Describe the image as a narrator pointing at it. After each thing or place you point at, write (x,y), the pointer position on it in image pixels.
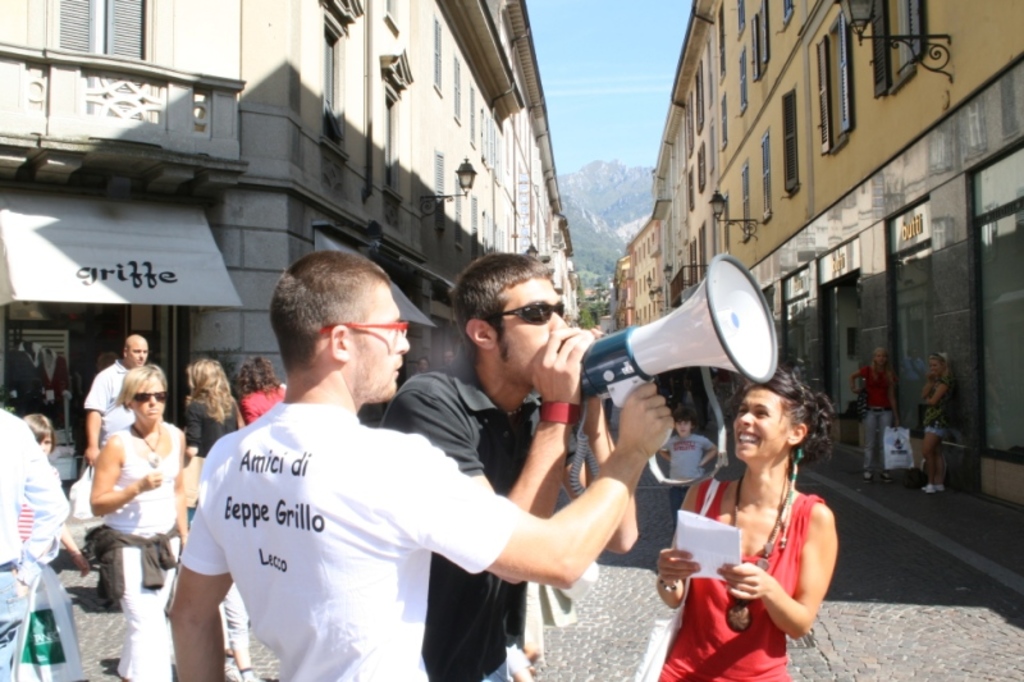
In this image, we can see a group of people (707,669) are standing. Here a person (646,436) is holding some object (618,399). Right side of the image (748,478), we can see a woman (787,544) is holding a paper (718,547) and smiling. At the bottom (813,663), we can see the walkway (891,629). Background (1001,456) we can see few buildings (118,332), store (117,332), lights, walls (256,195), windows (916,286), railing (115,116) and trees (587,319). Background of the image (613,186), we can see hill (599,190) and sky (575,104).
